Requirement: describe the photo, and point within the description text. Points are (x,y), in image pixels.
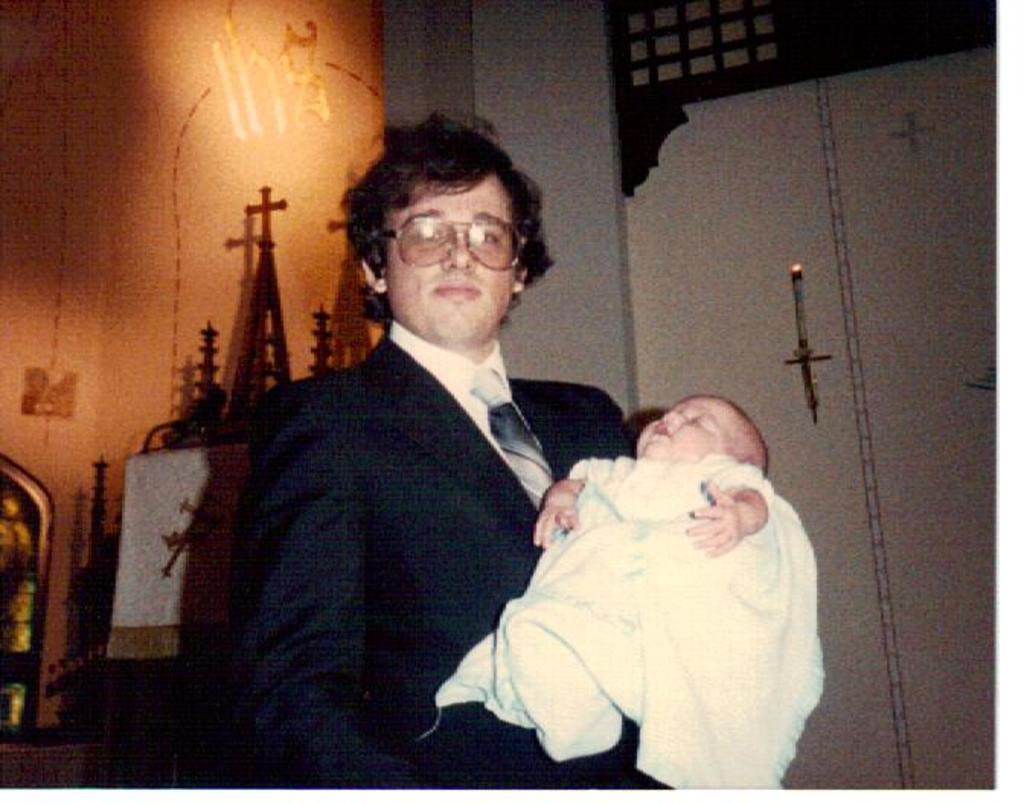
In this image there is a person (491,552) holding a baby (641,701) in his arms (485,736). He is wearing a blazer (461,430), tie (509,434), spectacles (506,236). Behind him there is a shelf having few objects (324,355) on it. Right side (798,351) there is a candle (799,287) which is in a holder (812,360) which is attached to the wall (845,278). Background (864,237) there is a wall (811,269).
